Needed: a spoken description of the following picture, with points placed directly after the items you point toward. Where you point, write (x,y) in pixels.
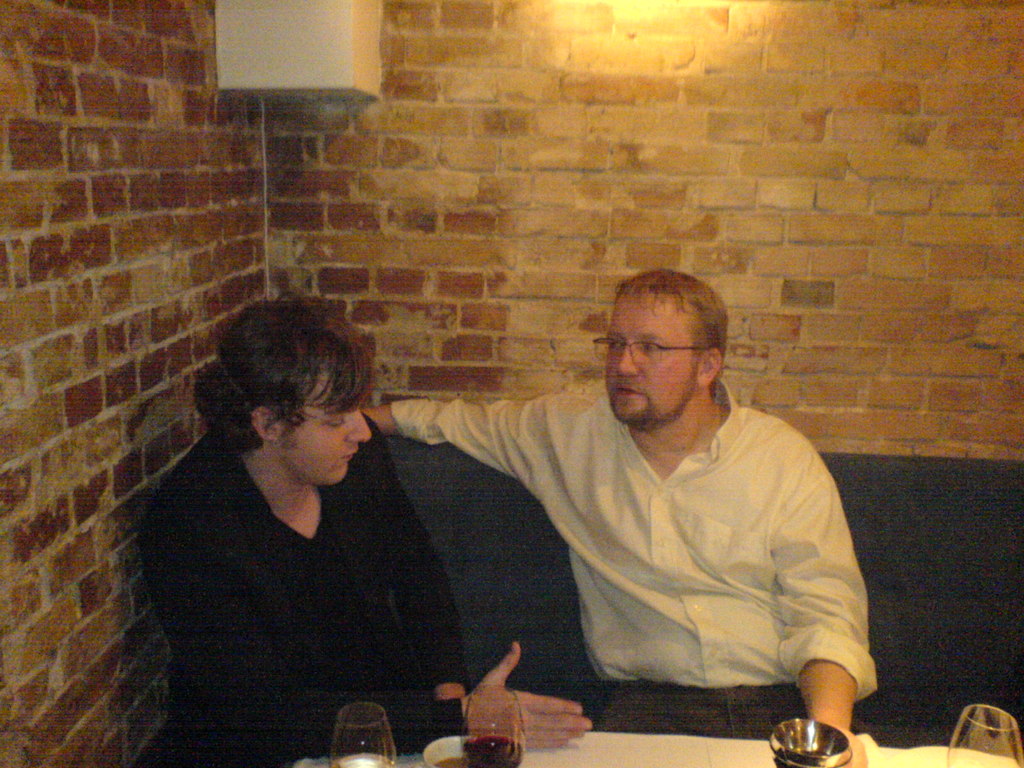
There are two person (333,490) sitting on sofa (880,540). A person (720,539) in white shirt (687,509) is wearing a specs (651,353). In front of them there is a table (622,755). On the table (668,740) there are some glasses (485,735) and bowl (451,748). In the background (400,209) there is a brick wall (557,206).
